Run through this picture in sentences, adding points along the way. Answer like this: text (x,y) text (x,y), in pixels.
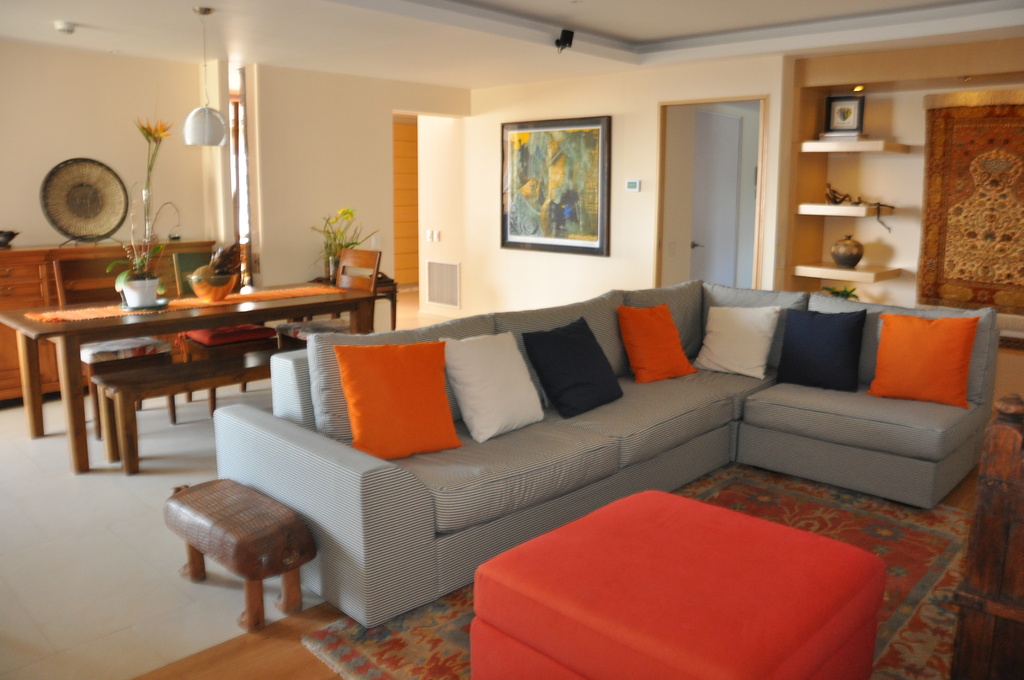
There is a sofa (667,404) with pillows (561,378) on it and there is a dining table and paintings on wall (38,194).
